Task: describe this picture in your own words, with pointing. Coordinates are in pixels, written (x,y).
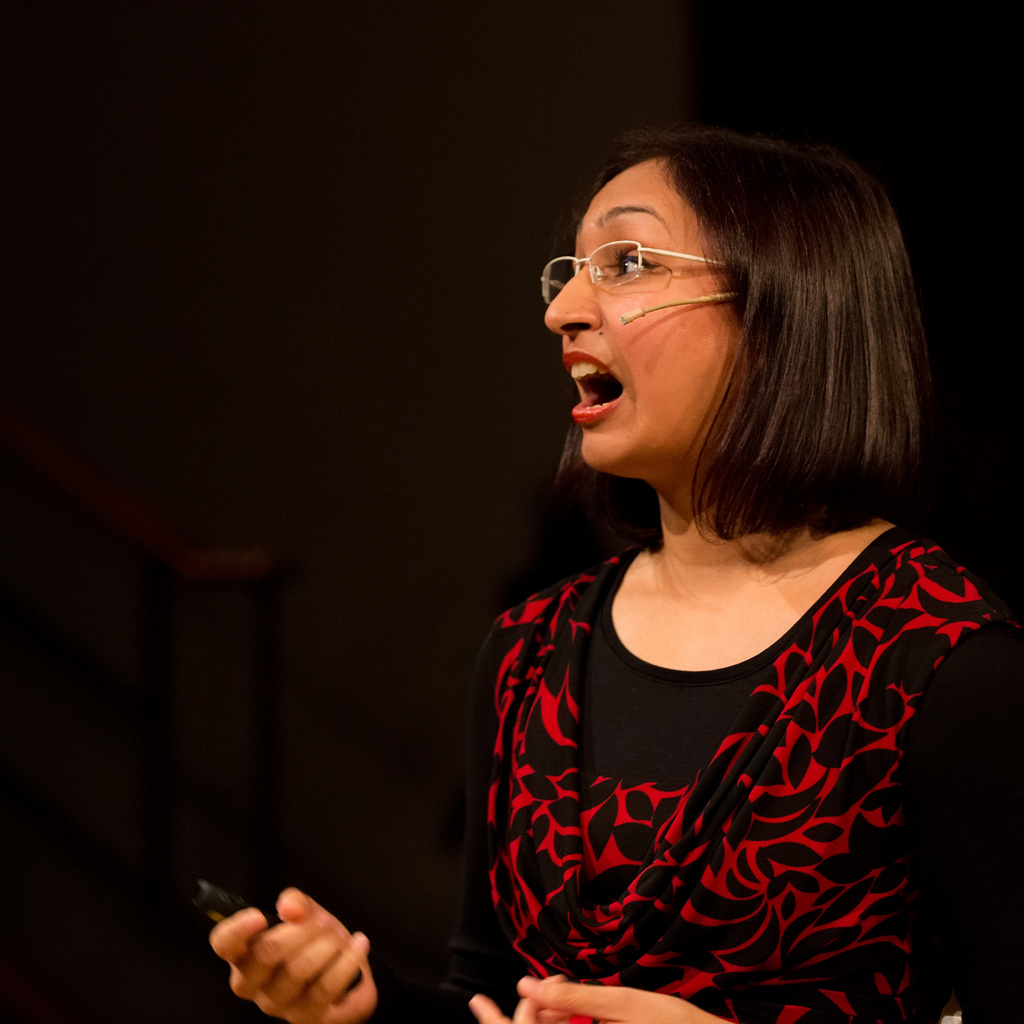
In the picture we can see a woman (616,753) standing and talking and doing action with hand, she is wearing a black dress (704,726) with a red color cloth (818,747) with some designs (803,753) on it and beside her we can see a handrail (169,715) in the dark.
